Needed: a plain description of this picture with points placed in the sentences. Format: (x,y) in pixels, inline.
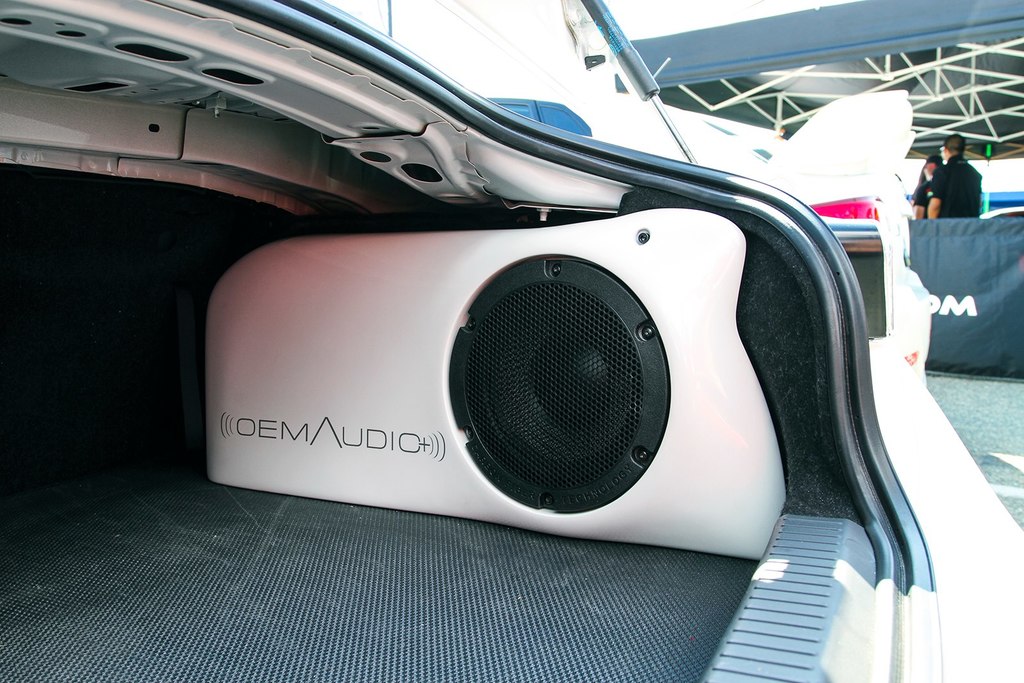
We can see speaker (459,386) on surface (349,535). On the background (916,197) there are two persons (954,197) standing and we can see banner (952,273) and rods (932,132).
